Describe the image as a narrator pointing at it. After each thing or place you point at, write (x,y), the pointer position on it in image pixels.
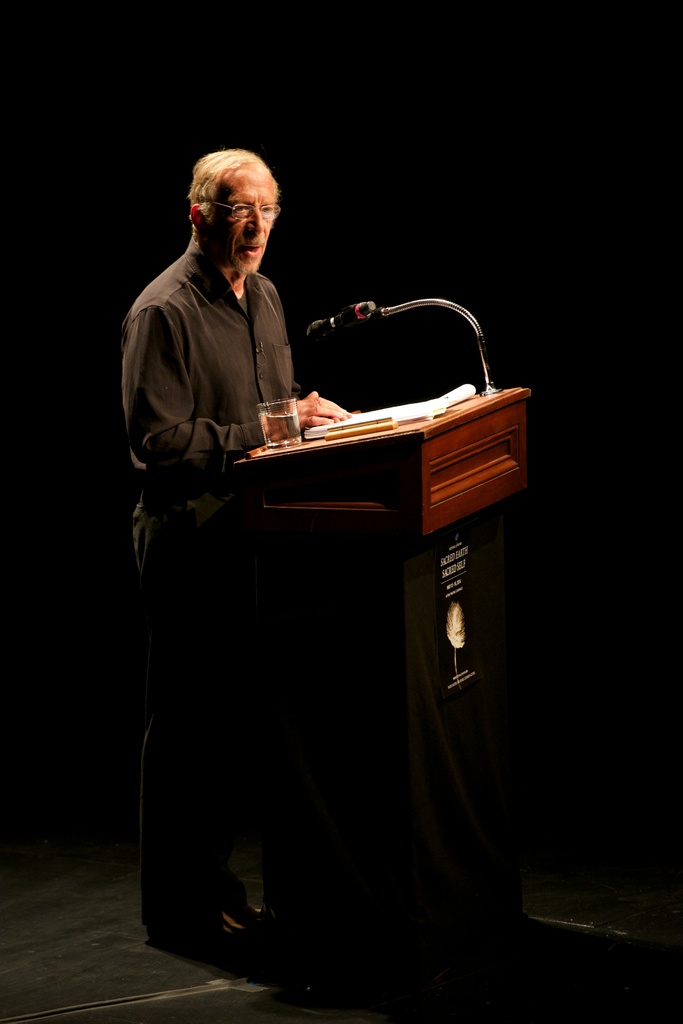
In the center of the image (286,383) we can see a man (275,395) is standing in-front of podium (381,450) and talking and wearing shirt (240,414), trouser (231,846), spectacles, shoes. On the podium (419,495) we can see a mic (364,306) with stand (493,392), glass (286,420), books (356,425). At the bottom of the image (202,1008) we can see the floor (236,997). In the background (364,109), the image is dark.
